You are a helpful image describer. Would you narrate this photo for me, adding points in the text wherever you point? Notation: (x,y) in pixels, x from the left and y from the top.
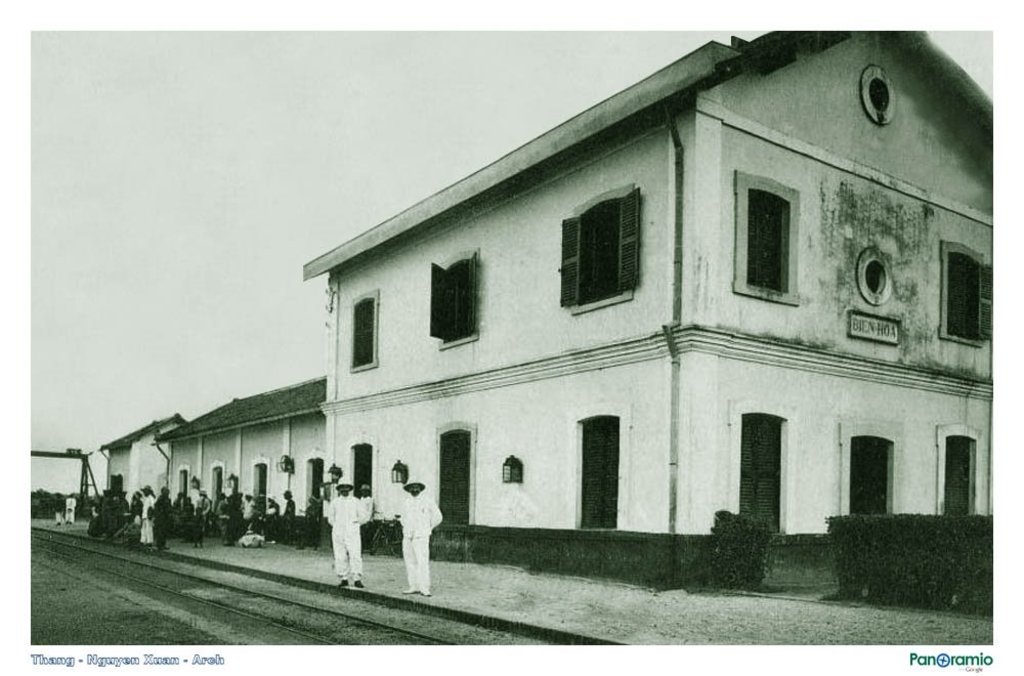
On the bottom left (88,666), there is a watermark (103,657). On the bottom right (916,653), there is another watermark (916,653). On the left side (214,577), there is ground (71,608). On the left side (337,631), there is a railway track (319,620). Beside this railway track (147,564), there is a platform (542,576), on which there are persons (359,580). In the background (340,340), there are buildings (376,450), trees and there is the sky (56,474).
